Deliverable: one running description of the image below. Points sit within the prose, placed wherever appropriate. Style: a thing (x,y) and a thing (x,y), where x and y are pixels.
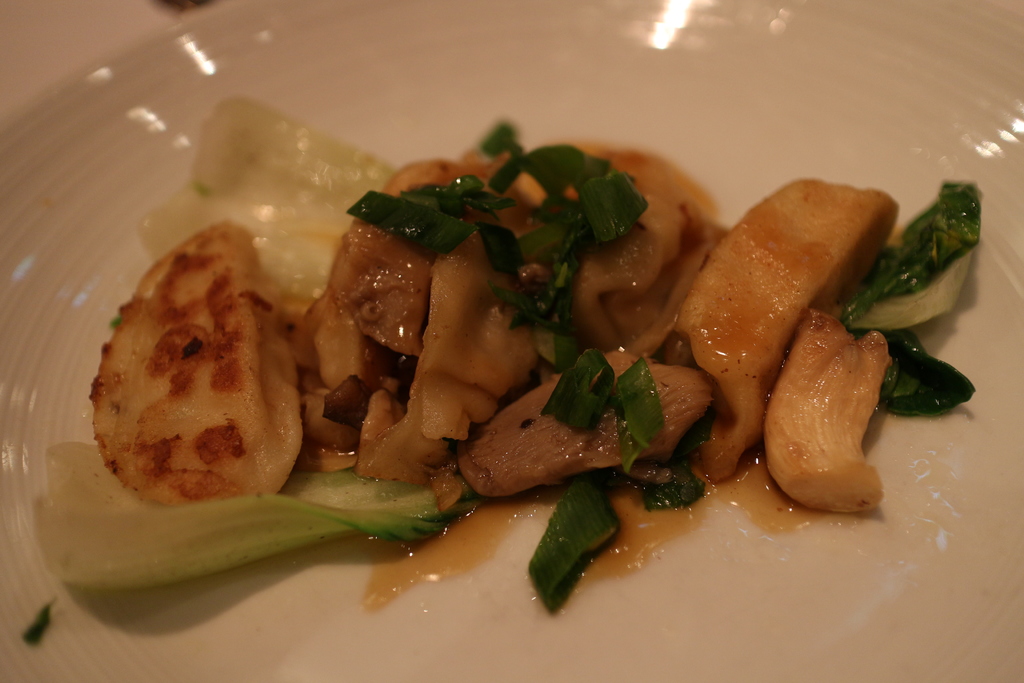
In this image, we can see food (493,238) on the plate (244,592).
